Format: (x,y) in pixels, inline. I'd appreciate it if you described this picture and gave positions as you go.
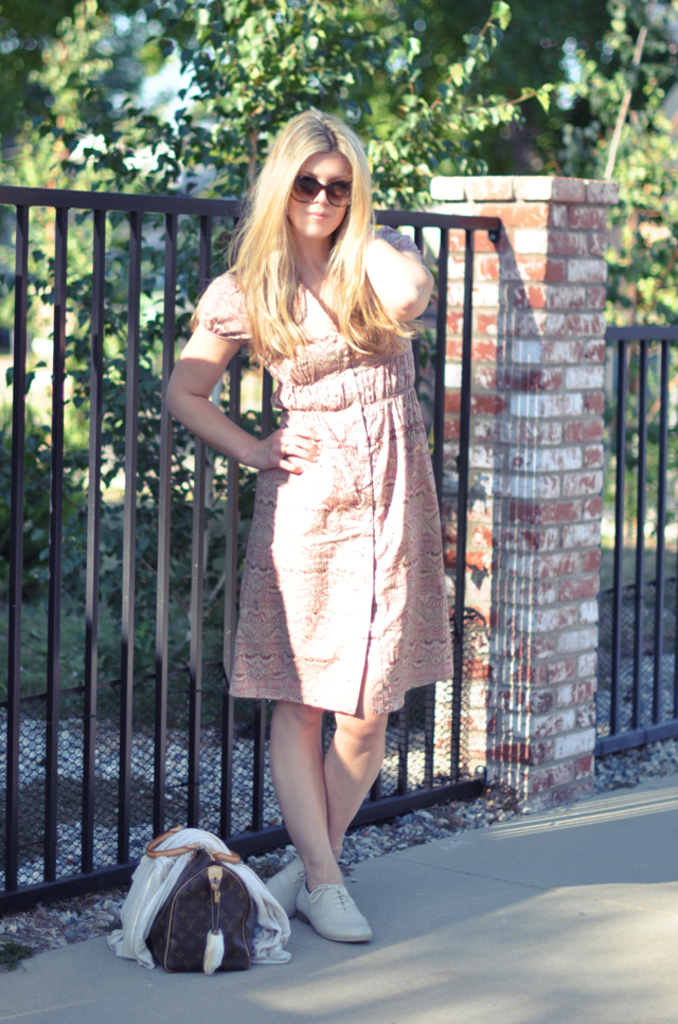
In the middle of the image (389,442) we can see a woman (327,382), she wore spectacles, behind her we can see fence (519,213) and few trees (207,107), and also we can see a bag (189,876).
